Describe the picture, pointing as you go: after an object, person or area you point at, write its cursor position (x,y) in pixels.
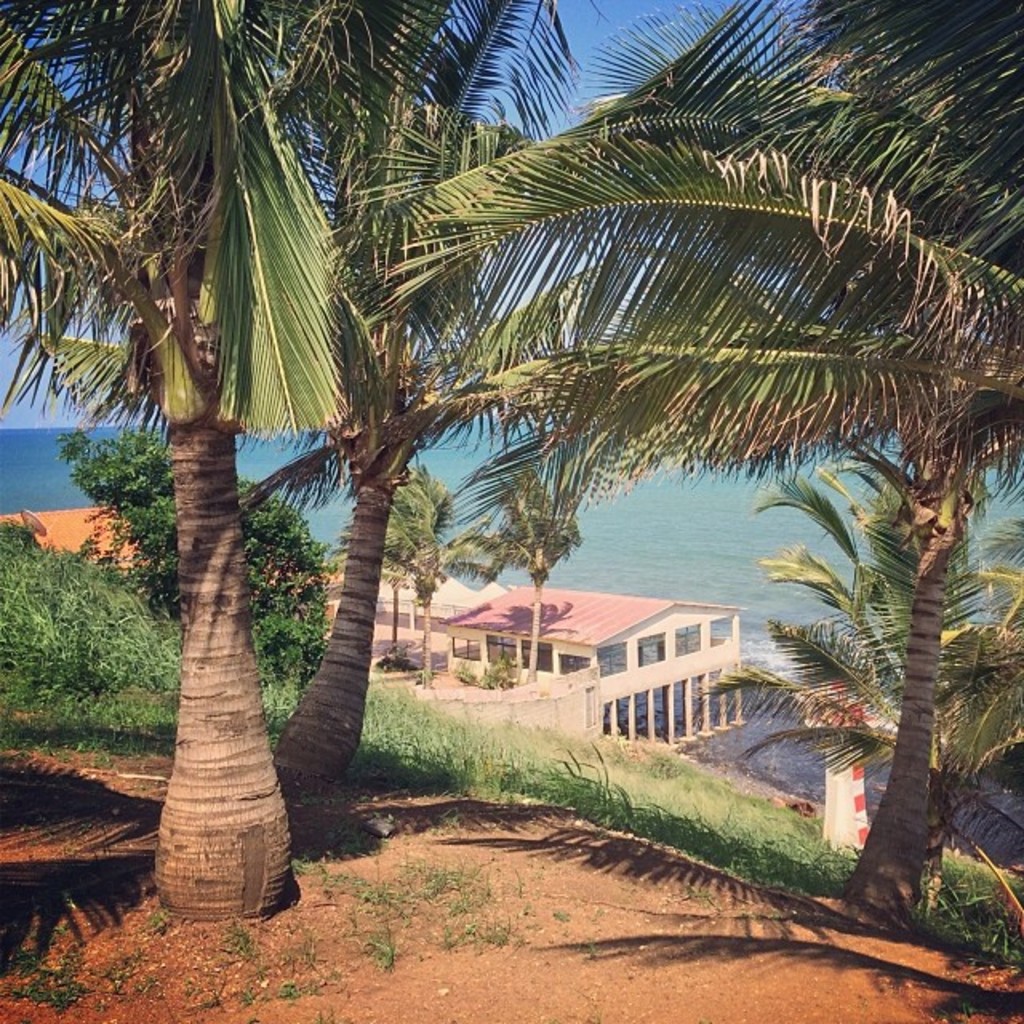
This is the picture of a sea (644,510). In this image there are buildings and trees (901,748). At the top (563,104) there is sky (580,81). At the bottom (820,992) there is water (640,555) and grass (577,808) and mud (533,884).
